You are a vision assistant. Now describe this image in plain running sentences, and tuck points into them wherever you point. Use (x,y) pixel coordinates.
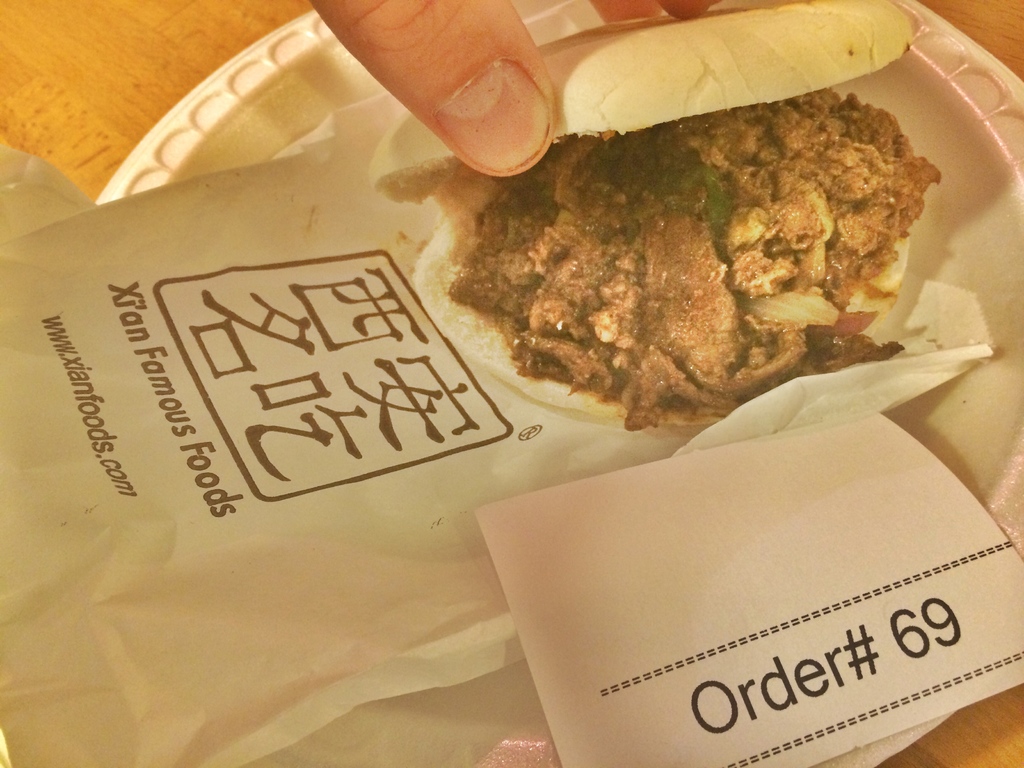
In this picture there is a plate (577,12) in the center of the image (567,263), in which there is a small burger (735,209) and there are fingers (476,83) at the top side of the image (507,107).
